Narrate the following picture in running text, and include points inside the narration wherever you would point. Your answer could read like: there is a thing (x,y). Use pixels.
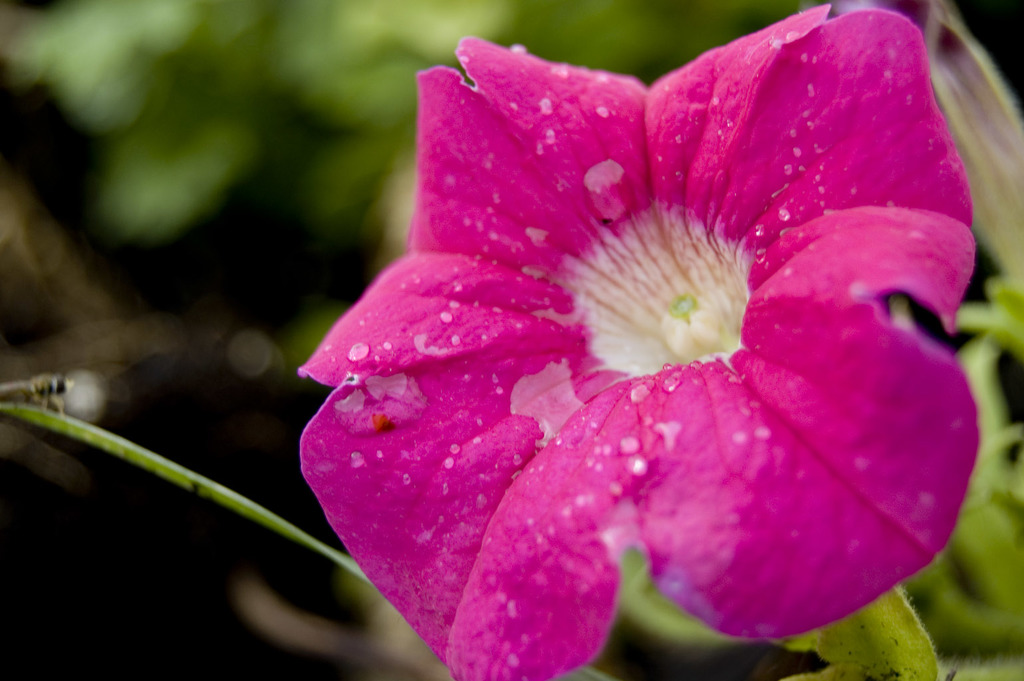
In this image there is a flower (524,394) is at right side of this image (719,331). The flower (679,365) is in pink color.
